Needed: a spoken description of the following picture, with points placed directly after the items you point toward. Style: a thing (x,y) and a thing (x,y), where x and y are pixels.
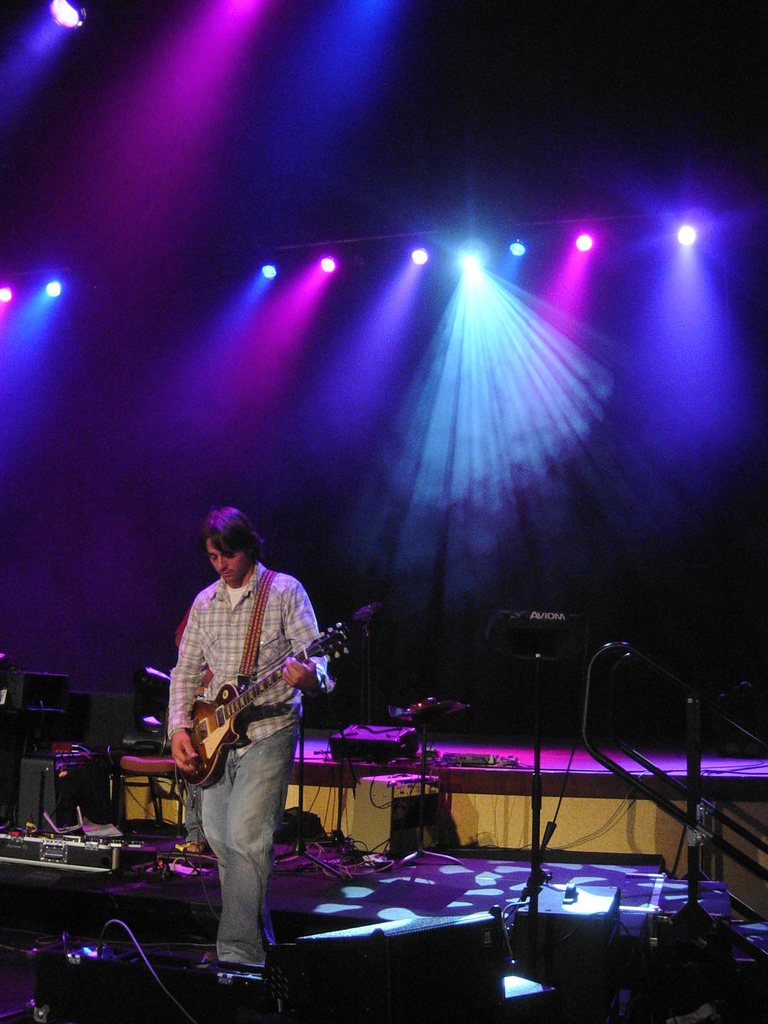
This image is clicked in a musical concert. There are lights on the top (690,302). There are so many musical instruments (52,770) in the middle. In the middle (290,614) there is a man (280,604) who is playing guitar (280,677). There are mike's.
